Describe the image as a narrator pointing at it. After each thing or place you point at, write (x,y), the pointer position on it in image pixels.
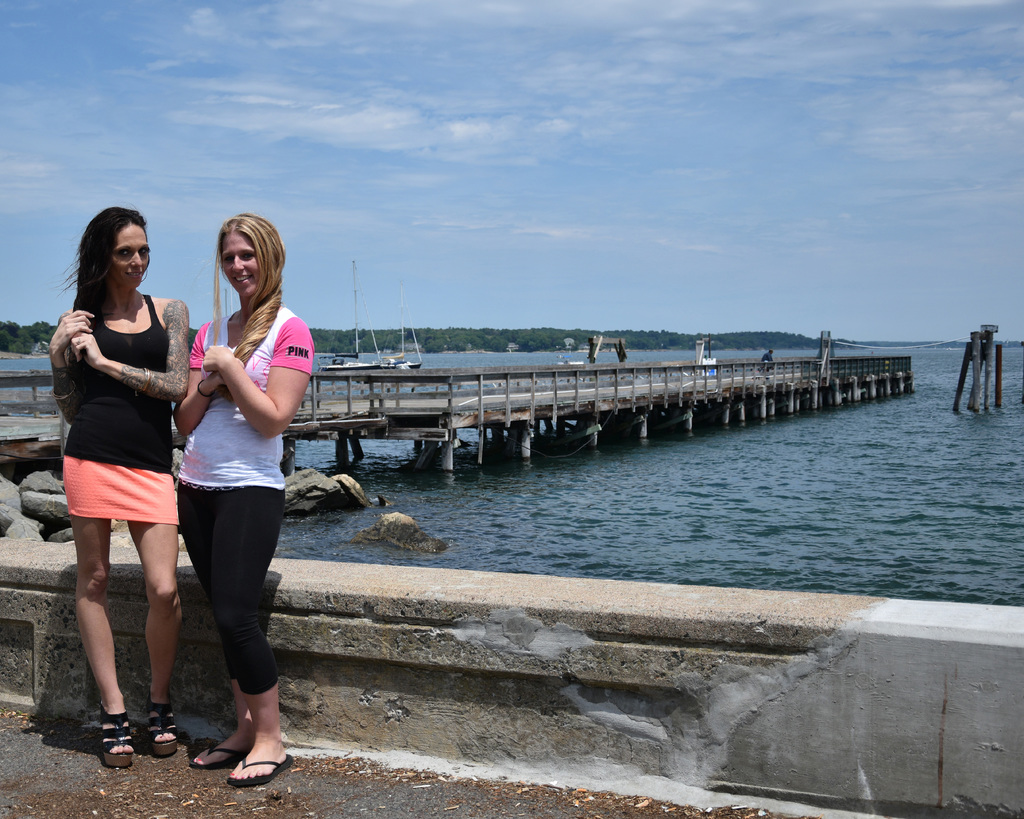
In this picture there are two girls (169,500) those who are standing on the left side of the image (173,512) and there is a bridge (362,456) over the water (398,486) and there are ships (563,364) on the water (491,359) and trees (493,340) in the background area of the image (555,348).
